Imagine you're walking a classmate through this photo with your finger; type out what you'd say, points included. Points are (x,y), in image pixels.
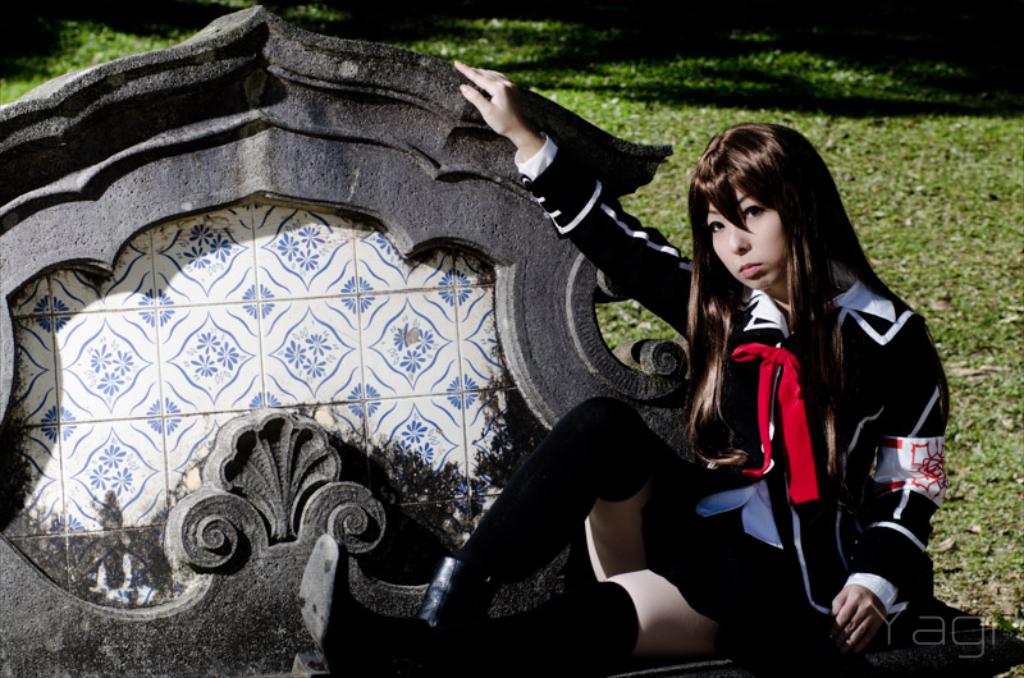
On the right side (760,304), there is a woman (862,394) in a black color skirt (783,595), sitting on the ground (957,88) and placing a hand (512,97) on a surface (323,77) of a statue (270,82), which is on the ground (461,60). In the background (521,59), there are shadows (918,51) of the trees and grass (674,75) on the ground (605,64).
